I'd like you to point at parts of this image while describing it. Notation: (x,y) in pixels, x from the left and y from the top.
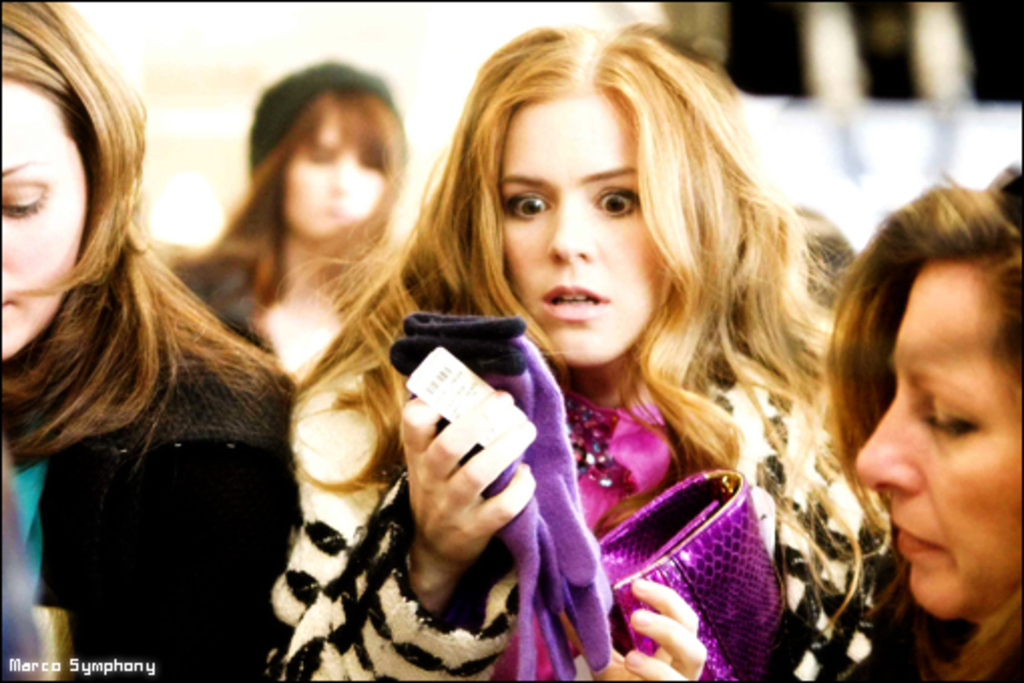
As we can see in the image there are few people (119,142) in the front (93,188) and in the background (432,142) there is a shop (439,116).
